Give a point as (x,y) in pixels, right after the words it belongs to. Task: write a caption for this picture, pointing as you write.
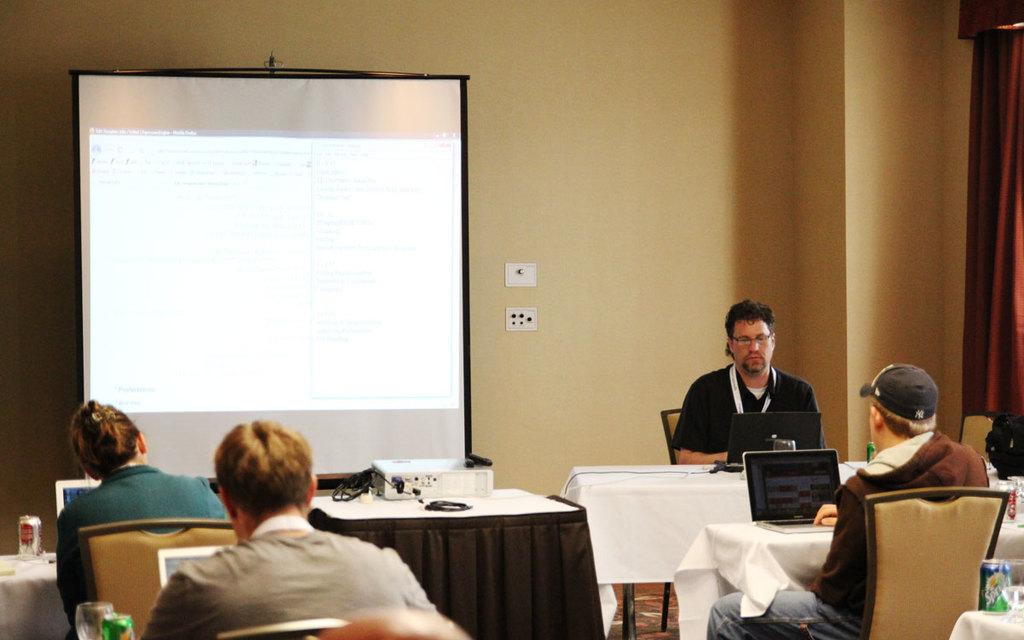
In this picture there are group of people (962,463) those who are sitting around the tables (498,495) and there is a curtain (968,295) at the right side of the image (978,15) and there is a projector screen (271,350) at the left side of the image (326,313).
